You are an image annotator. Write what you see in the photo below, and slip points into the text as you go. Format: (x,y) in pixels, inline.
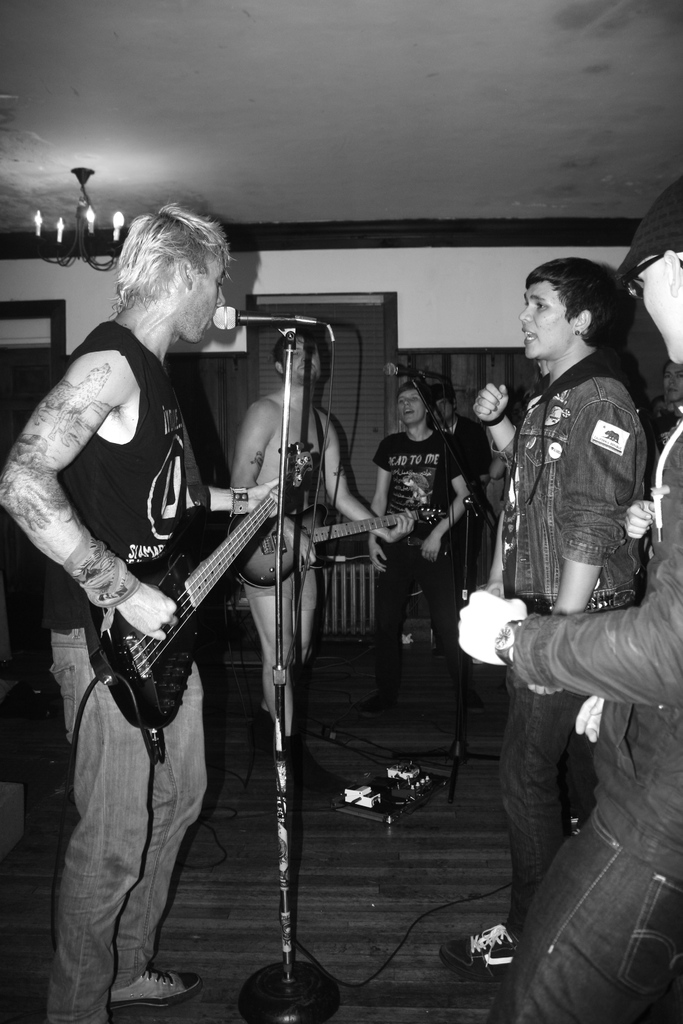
It is a picture in the picture there are few men (540,563), they are singing the songs, the first two men (105,688) to the left side (184,532) are playing the guitar (242,562), in the background (437,368) there are windows (384,371) door (375,358) and a wall (399,265).
